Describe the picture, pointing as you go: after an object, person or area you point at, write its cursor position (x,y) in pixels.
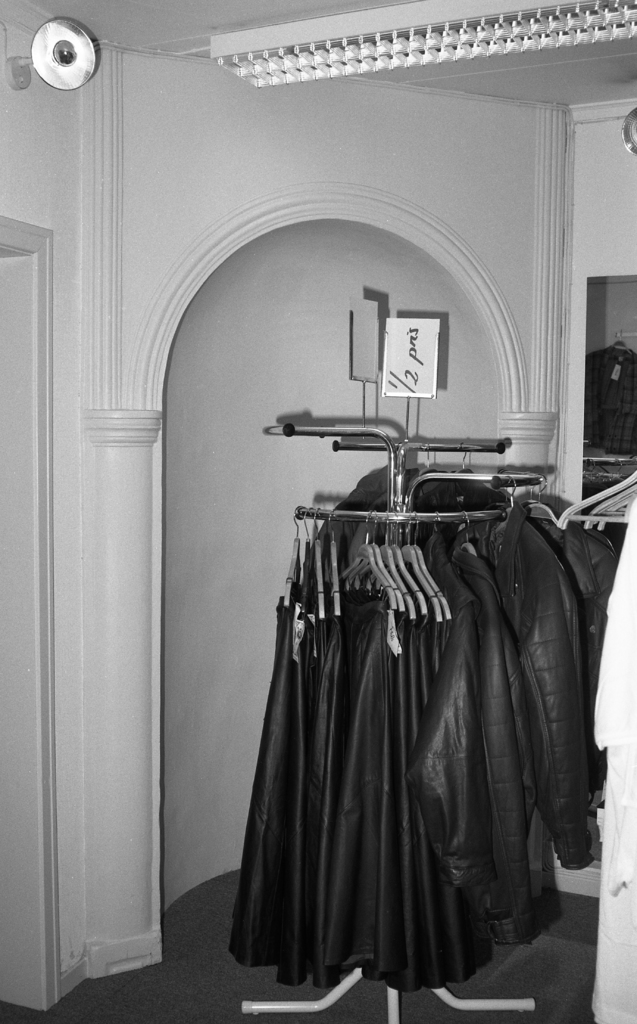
This is a black and white pic. We can see jackets (299,941) are hanging to a stand (295,1007). In the background (8,420) there is a door (31,430), light (91,74) on the wall (178,320) and lights (362,66) on the ceiling (172,4).
